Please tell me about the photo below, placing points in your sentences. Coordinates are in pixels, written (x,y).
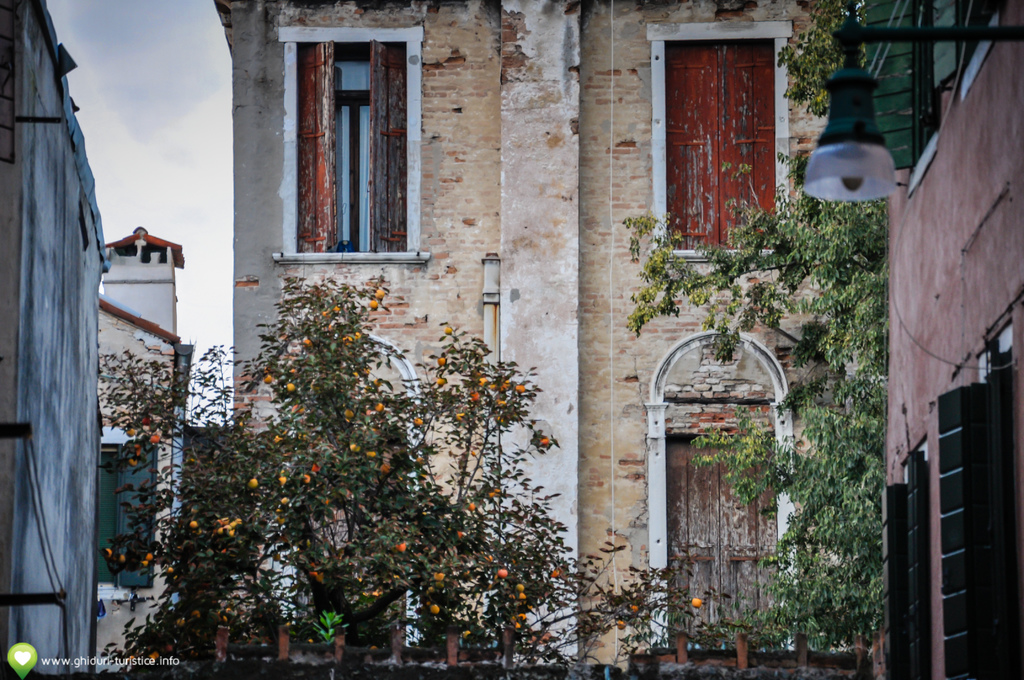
This image consists of a building (636,51) along with a window (399,159) and a door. At the bottom (505,485), there are plants (299,368). At the top (125,224), there is a sky (129,108).
